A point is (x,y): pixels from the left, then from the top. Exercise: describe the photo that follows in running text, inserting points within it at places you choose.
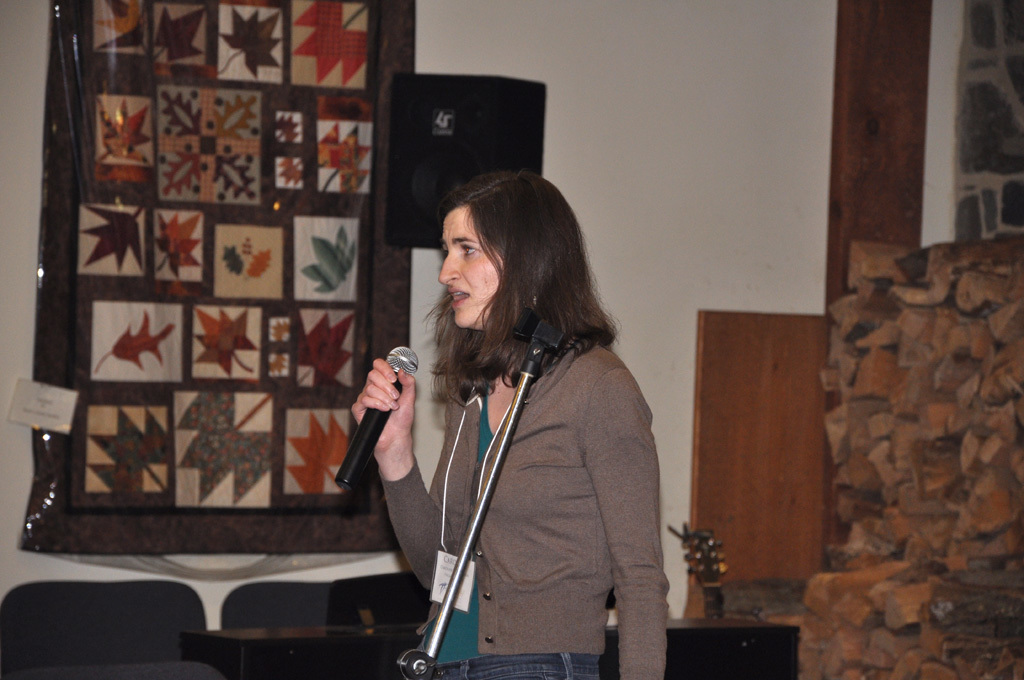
here in this picture we can see a woman (554,224) holding a microphone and talking and we can see a picture (345,283) on the wall (432,380).
